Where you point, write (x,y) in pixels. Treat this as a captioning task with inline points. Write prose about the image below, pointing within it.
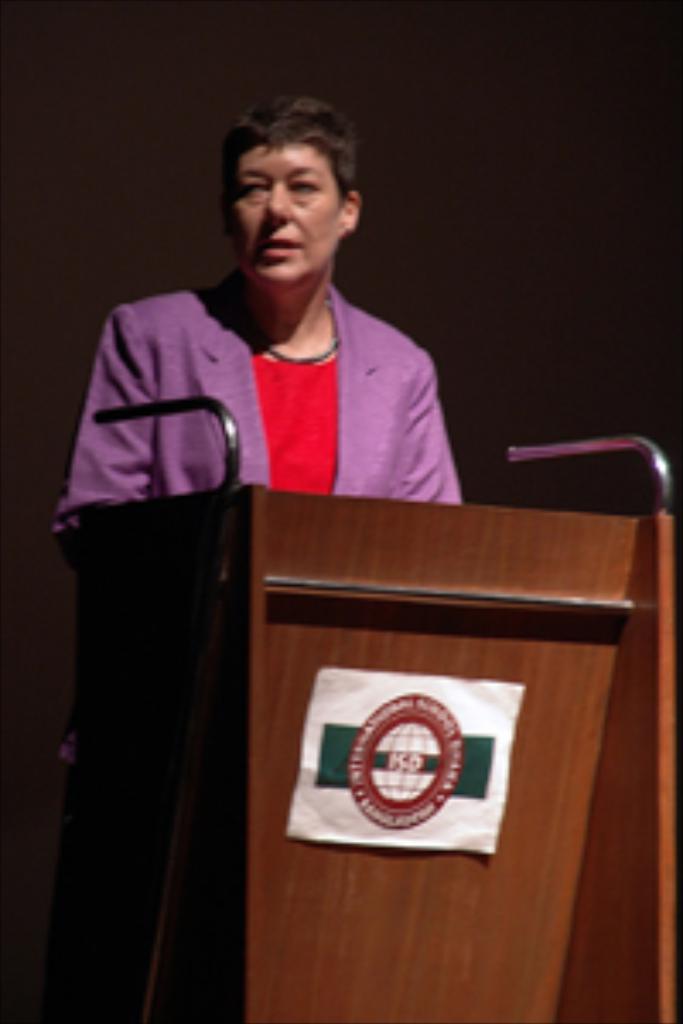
In the center of the image (337,367) a person (415,354) is standing in-front of podium (481,651). In the background of the image (378,212) there is a wall (419,160).
